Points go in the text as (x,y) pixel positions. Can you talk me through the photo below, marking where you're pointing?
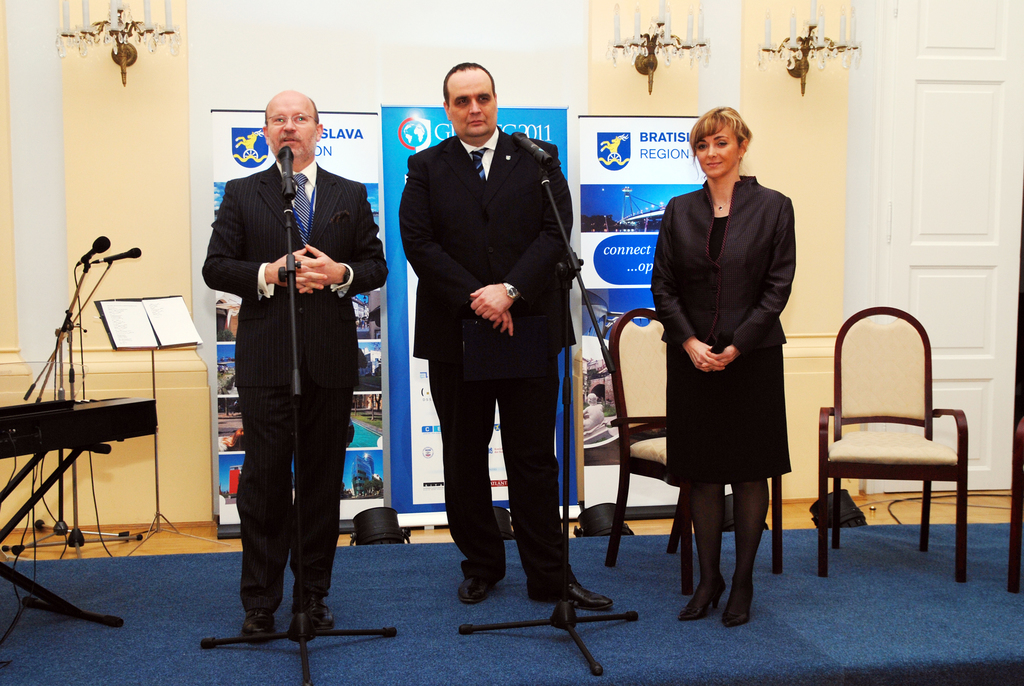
In the middle of the picture (492,434), we see three people (496,326) standing. The man (308,277) on the left side (292,147) is talking on microphone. Beside him, we see a keyboard (86,431), microphones (58,332) and book stand (140,344). Behind them, we see boards (391,135) with text (439,432) written on it. Behind that, we see a white wall (380,40) and yellow wall (764,128). On the right corner (971,158), we see white door (960,357).
